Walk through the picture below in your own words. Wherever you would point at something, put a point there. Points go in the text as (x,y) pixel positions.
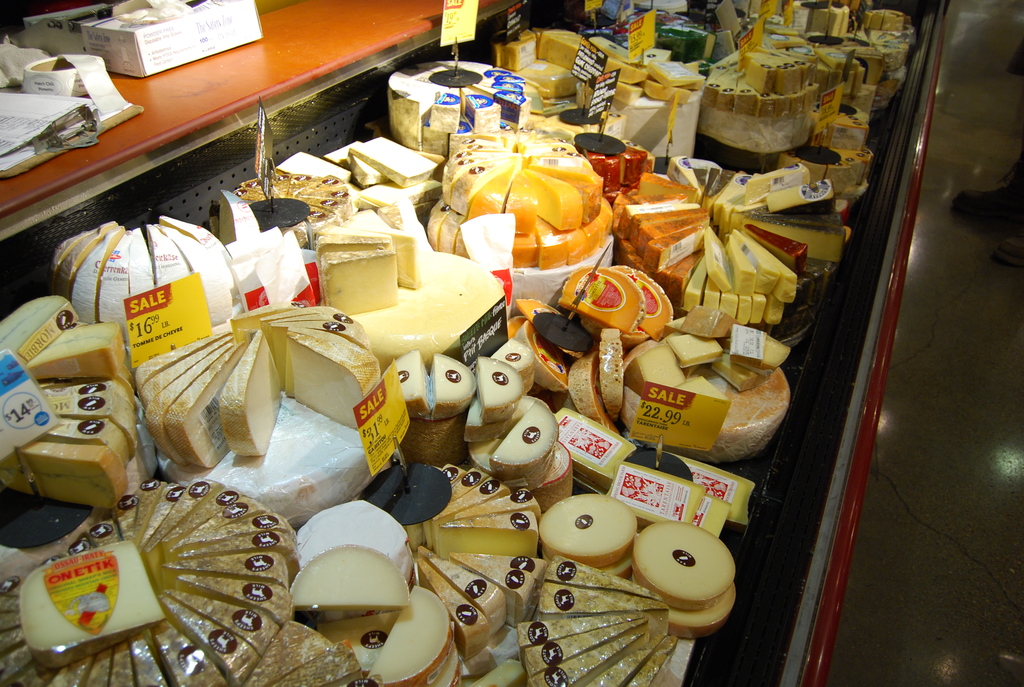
In the picture I can see many food items (563,257) are placed on the surface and I can see price tags (500,327). Here I can see few more objects (229,5) like pad (56,126), papers (36,124) and a box (192,3) are placed on the brown color surface (165,79).
